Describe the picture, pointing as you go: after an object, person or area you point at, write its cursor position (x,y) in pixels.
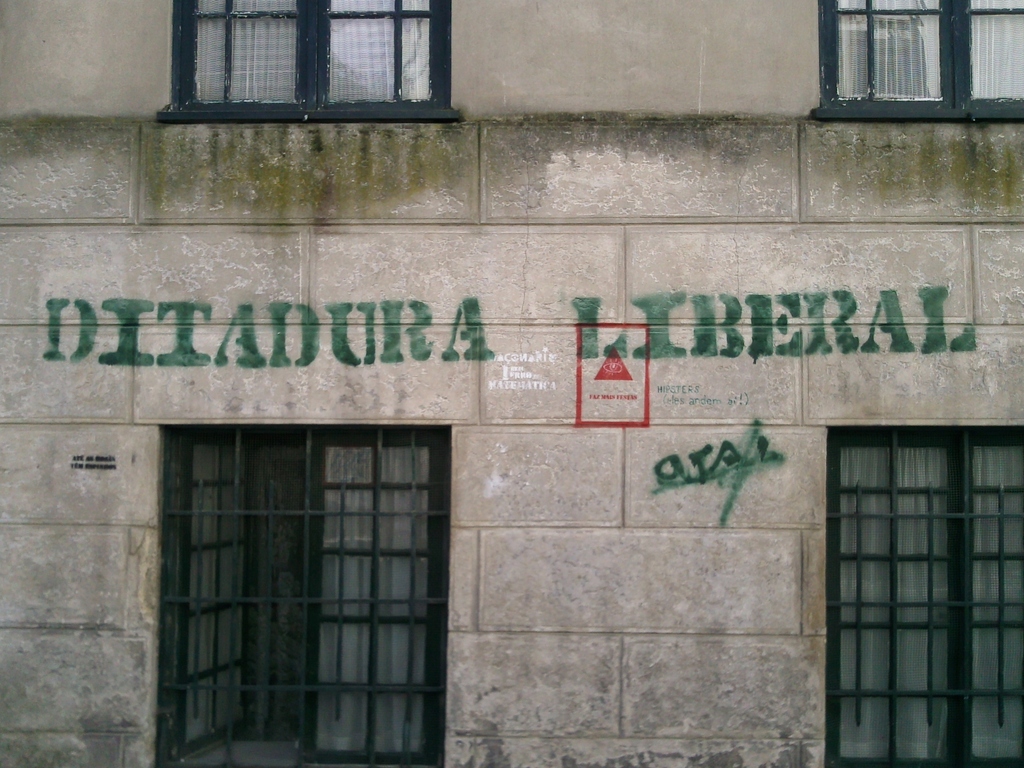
In this image there are windows (968,448) of the building (733,462), there is a symbol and some text (809,343) on the wall (708,454) of the building (604,437).
